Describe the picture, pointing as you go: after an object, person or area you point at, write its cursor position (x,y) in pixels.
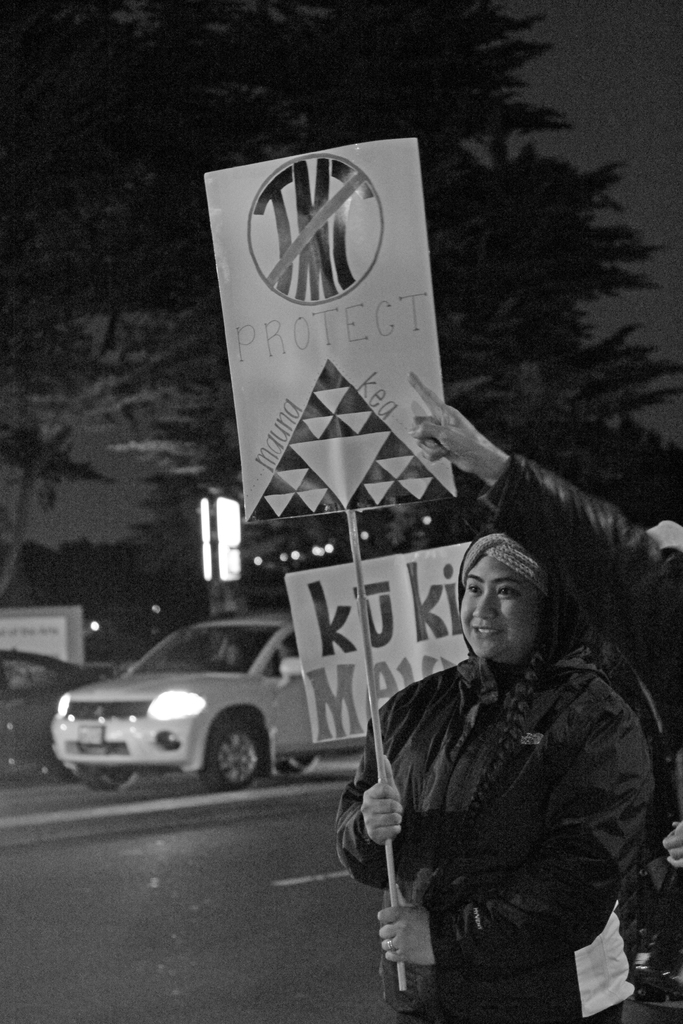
This is a black and white image. There are a few people (438,782) and vehicles (146,764). We can see the ground (162,938). There are a few boards (431,578) with text (303,164) and images (342,386). We can also see some trees (671,479) and a light (209,552). We can see the sky (574,138) and an object (44,649) on the left (5,631).
